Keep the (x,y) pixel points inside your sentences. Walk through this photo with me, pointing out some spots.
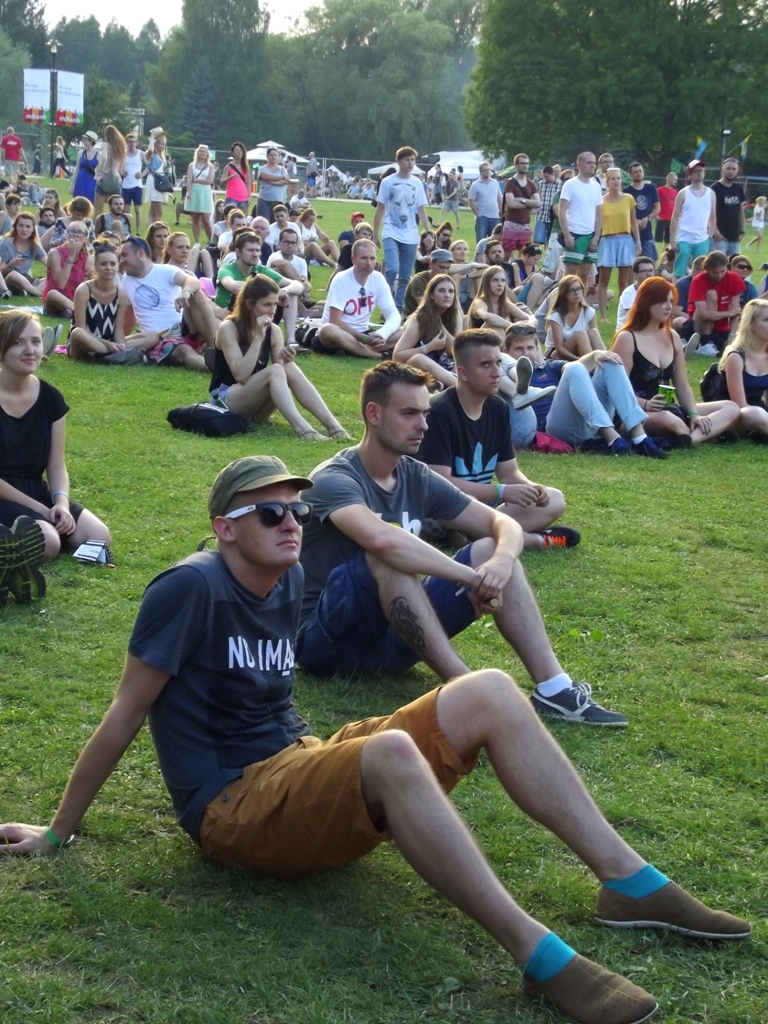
In this image we can see the people (483,542) sitting on the grass (695,742). We can also see a few people (733,225) standing. In the background (290,104) we can see the trees (415,60), banners (41,103) and also the sky (49,18).
